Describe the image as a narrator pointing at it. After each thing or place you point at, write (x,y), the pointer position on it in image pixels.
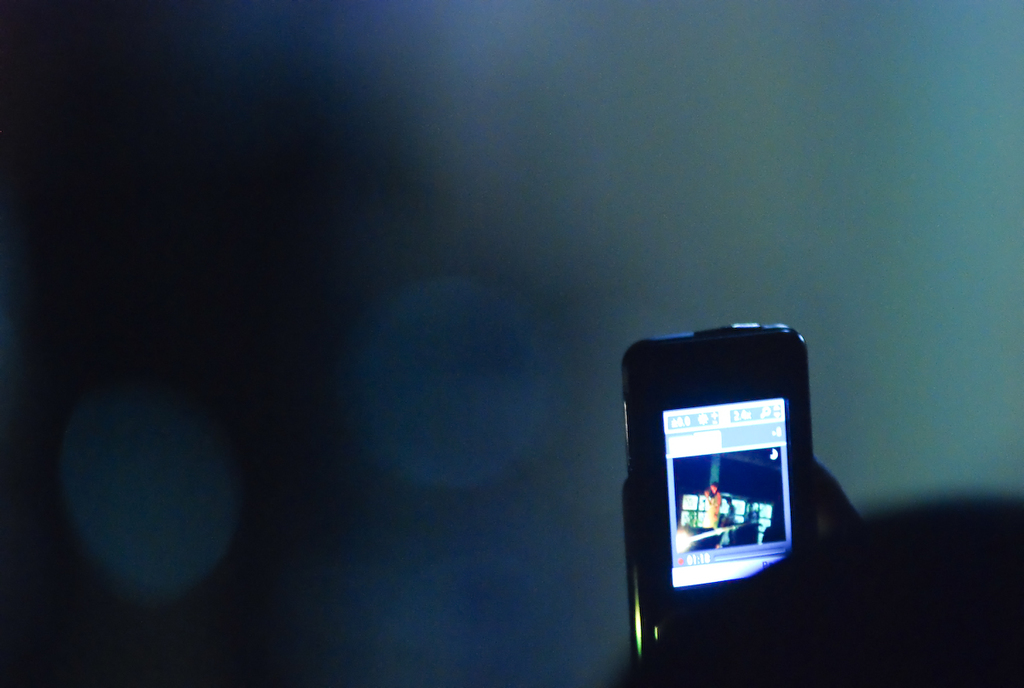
In this picture we can see a mobile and in the background (361,514) it is dark.
